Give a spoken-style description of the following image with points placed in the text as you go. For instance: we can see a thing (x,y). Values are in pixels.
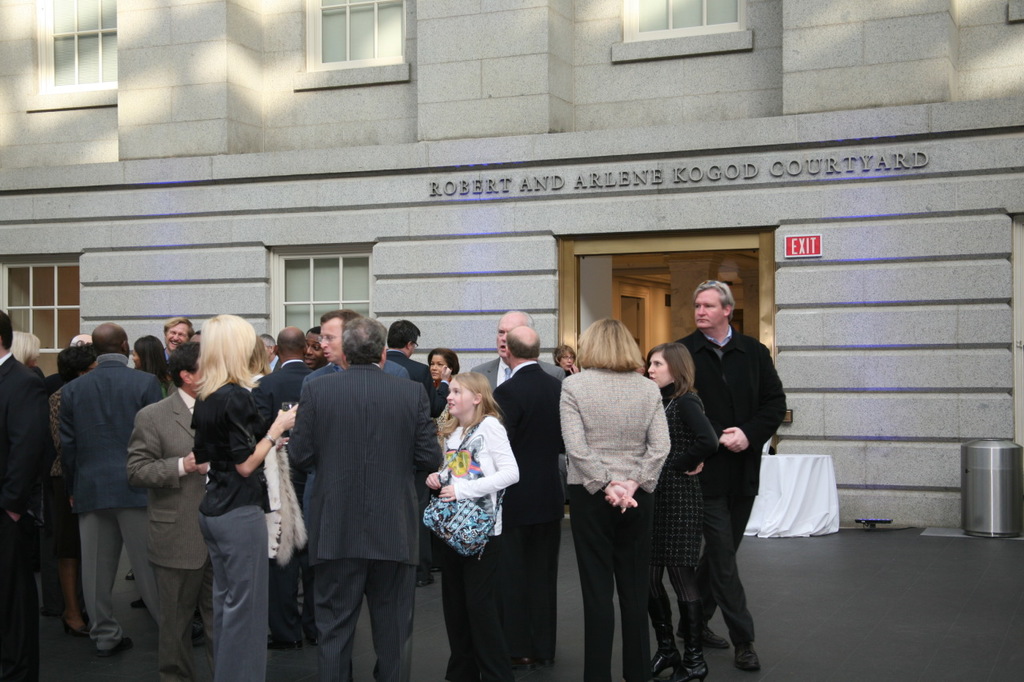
In this image there are so many people (391,408) who are talking with each other. In the background (292,125) there is a building (271,90) with the windows (95,50). On the right side (989,467) bottom there is a dustbin (976,483). Beside it there is a white colour cloth (796,488).
